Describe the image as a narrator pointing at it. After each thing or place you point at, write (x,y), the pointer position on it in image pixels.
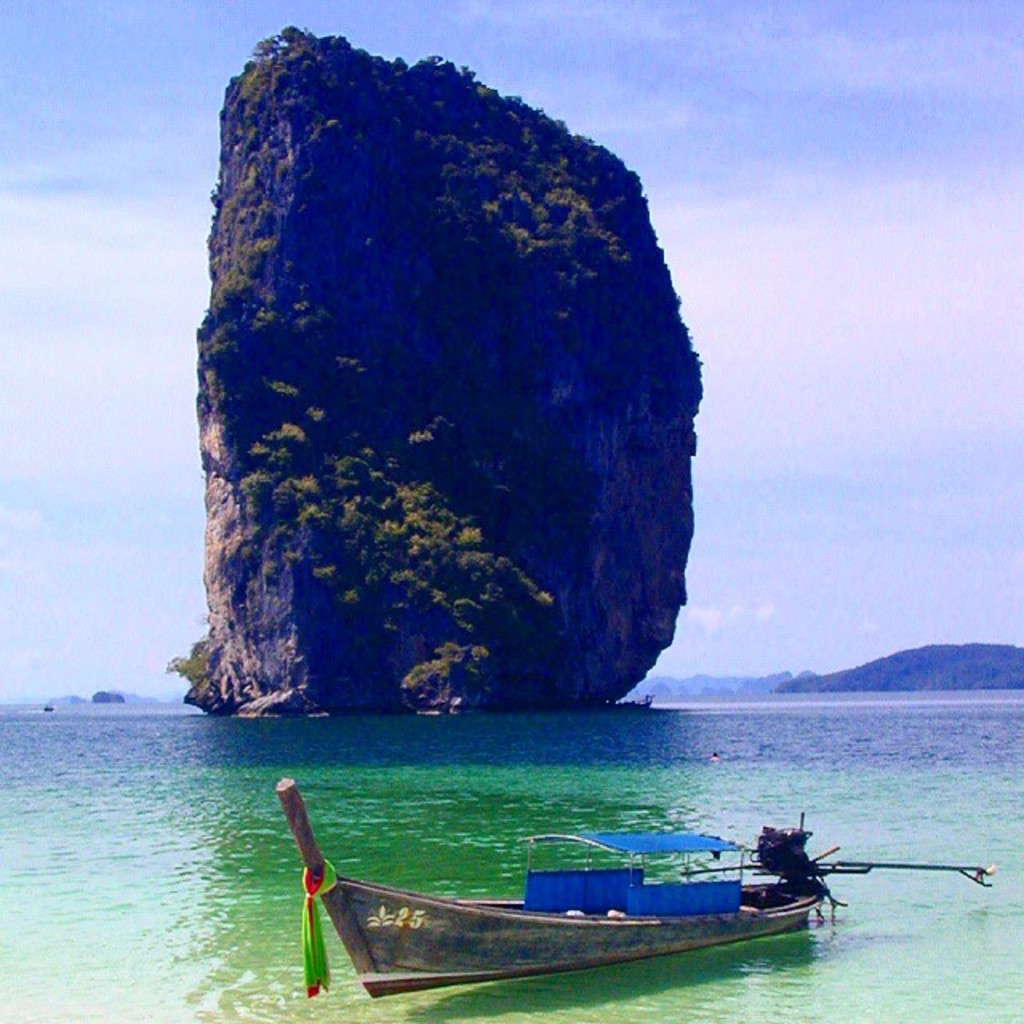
In this image in front (261,1014) there is a boat (649,848) in the water (636,806). In the center of the image (579,639) there is a rock (605,480). There are trees (476,590). In the background of the image (769,660) there are mountains (918,666) and sky (815,286).
